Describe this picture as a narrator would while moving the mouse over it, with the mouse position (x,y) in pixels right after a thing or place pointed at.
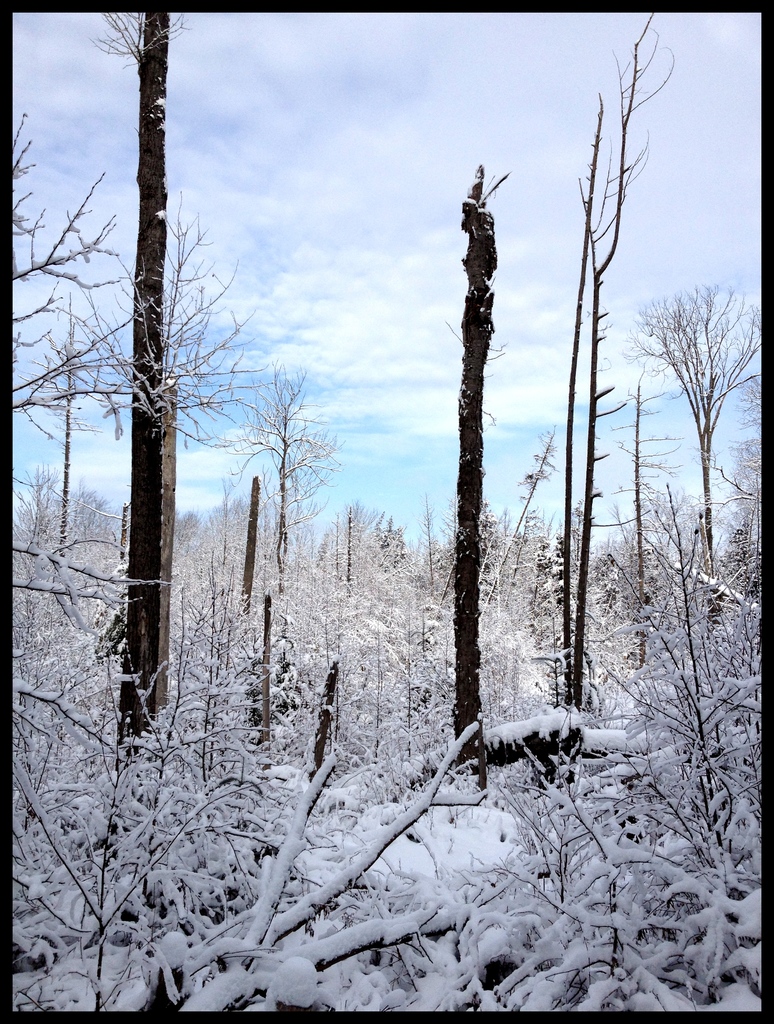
In this image we can see some trees (37,586) which are covered with the snow (591,617) and at the top (360,125) we can see the sky (356,301) with clouds (355,354).
